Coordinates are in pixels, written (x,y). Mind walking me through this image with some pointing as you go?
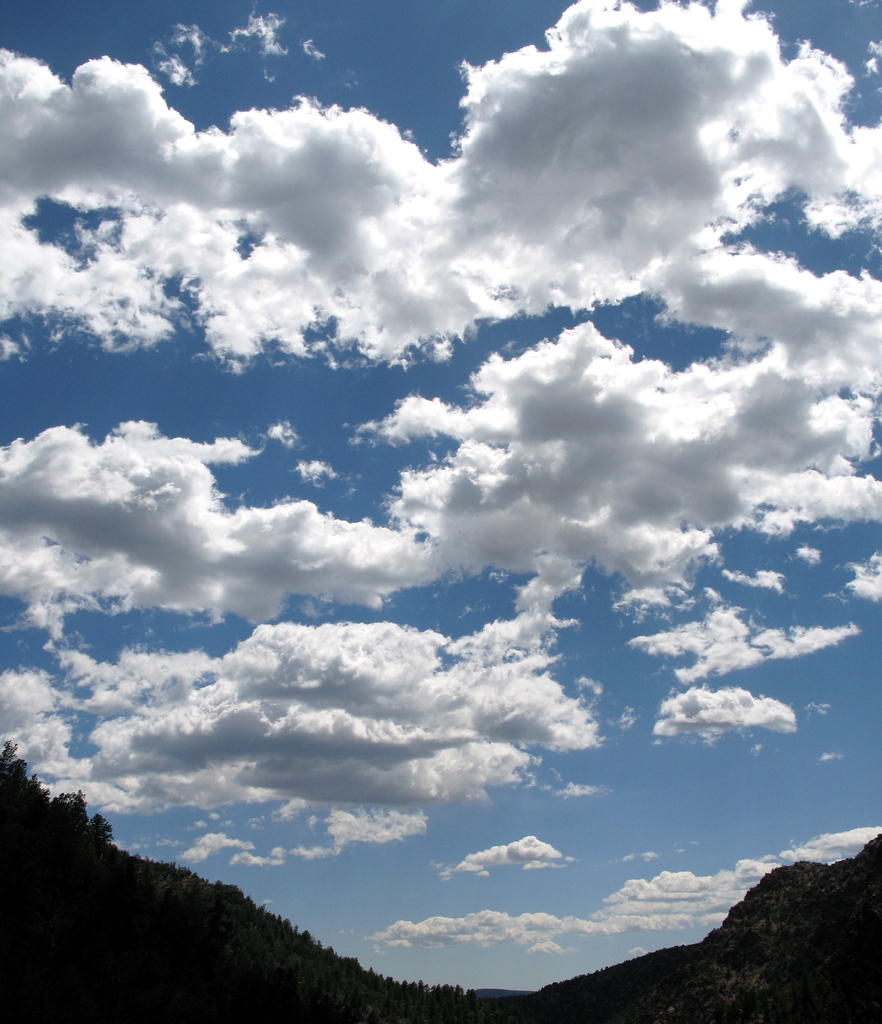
In this image I can see number of trees (765,990), clouds (834,70) and the sky (364,24).
